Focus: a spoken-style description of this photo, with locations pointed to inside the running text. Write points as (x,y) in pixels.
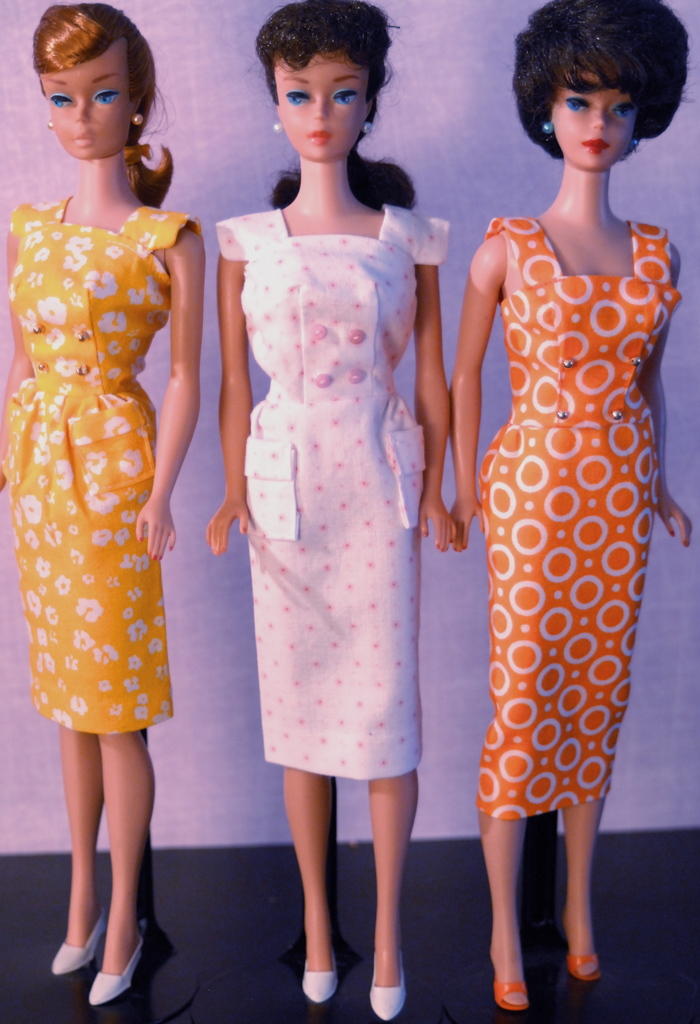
In this picture there is a doll (377,570) who is wearing white dress (394,438) and shoes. On the right (580,32) there is another who is wearing orange dress (533,541). On the left (103,104) we can see doll (58,333) who is wearing yellow dress (100,586). Back of them we can see a wall (198,91). On the bottom (621,943) there is a table (469,938).
